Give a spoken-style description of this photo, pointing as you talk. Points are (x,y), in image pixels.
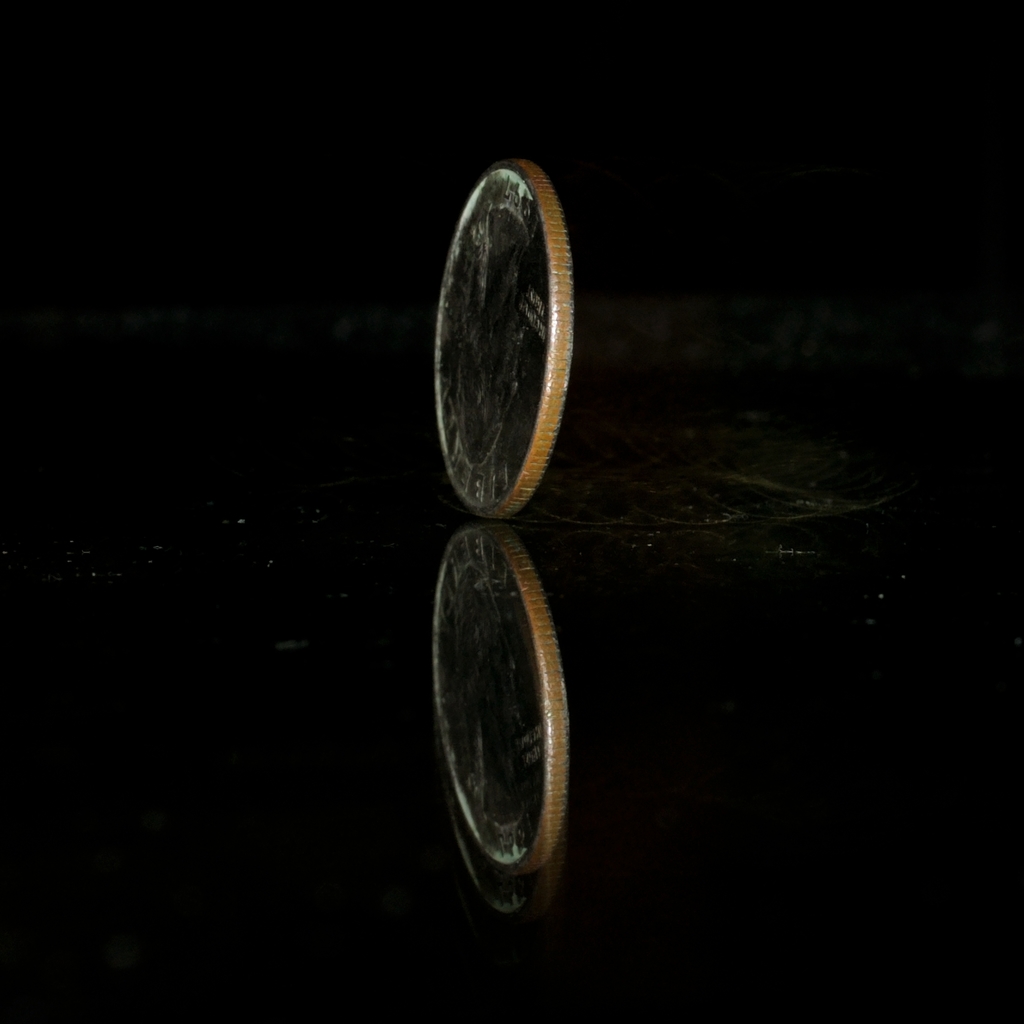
In this picture we can see a coin (475,275) in the vertical position on the black glass (397,631). In the front (495,574) bottom side we can see the coin reflection (488,778).
